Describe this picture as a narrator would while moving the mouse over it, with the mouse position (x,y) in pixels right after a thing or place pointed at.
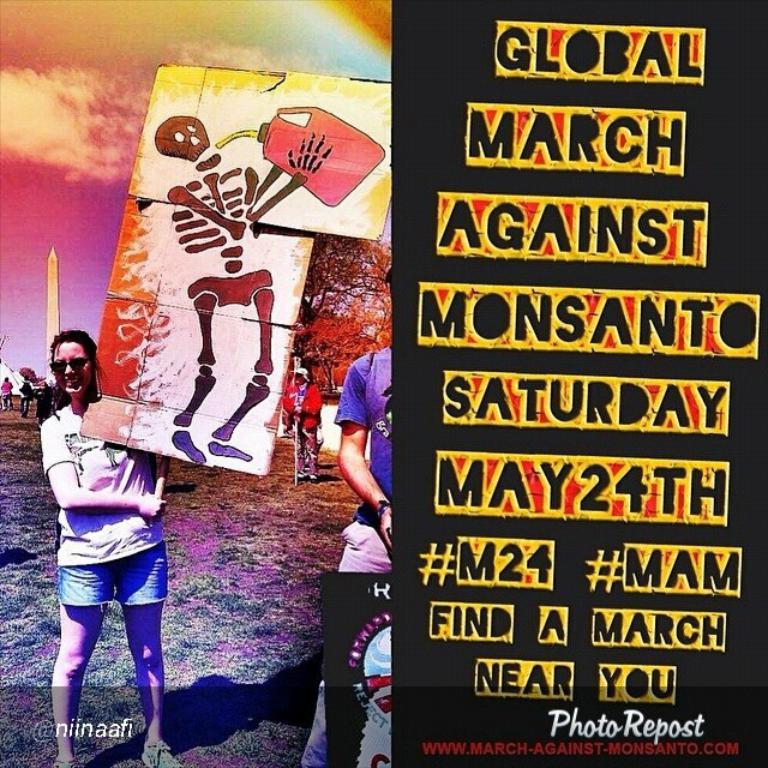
In the picture I can see a poster (559,516) in which I can see a person (84,522) wearing white color T-shirt (117,491) is holding a board (245,290) and standing on the ground (77,754). In the background (13,251), I can see trees (305,288), tower (46,299), a few more people (303,420) walking on the grass (310,585) and I can see the sky (91,154) with clouds (96,149). Here I can see some text (644,566) on the black background (518,438) and it is on the right side of the image (628,386). Here I can see the watermark (78,736) on the bottom left side of the image (53,738).
